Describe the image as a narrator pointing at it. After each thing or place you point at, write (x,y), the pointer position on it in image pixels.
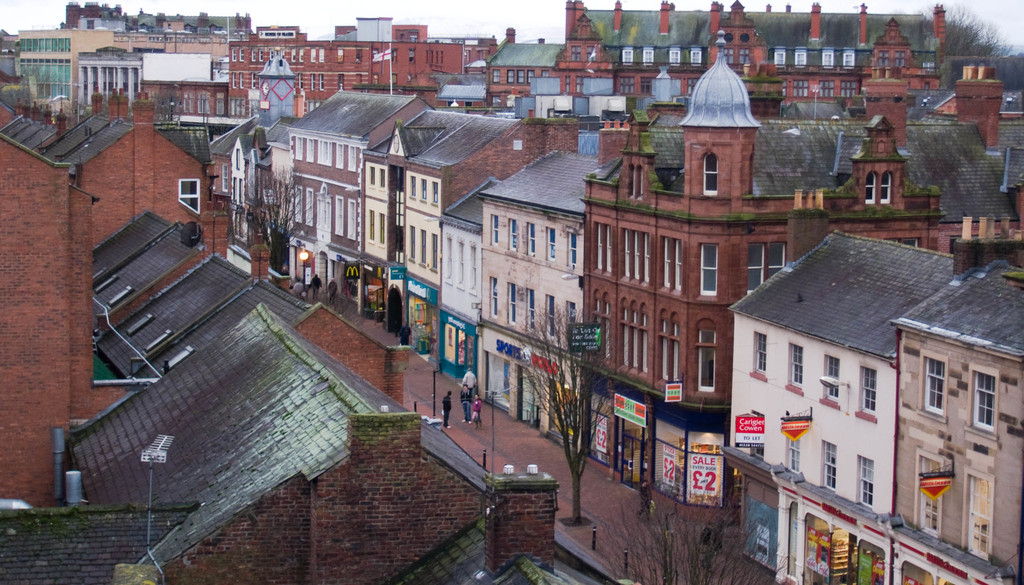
In this picture I can see many buildings (668,281), house (797,208) and trees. At the bottom (472,395) there are four persons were standing on the road (441,393). Beside them I can see the door (469,348) and posters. At the top (535,33) there is a sky (522,15). In the top left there is a flag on the roof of the building (303,143). Beside the building (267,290) I can see the street lights (300,255).
